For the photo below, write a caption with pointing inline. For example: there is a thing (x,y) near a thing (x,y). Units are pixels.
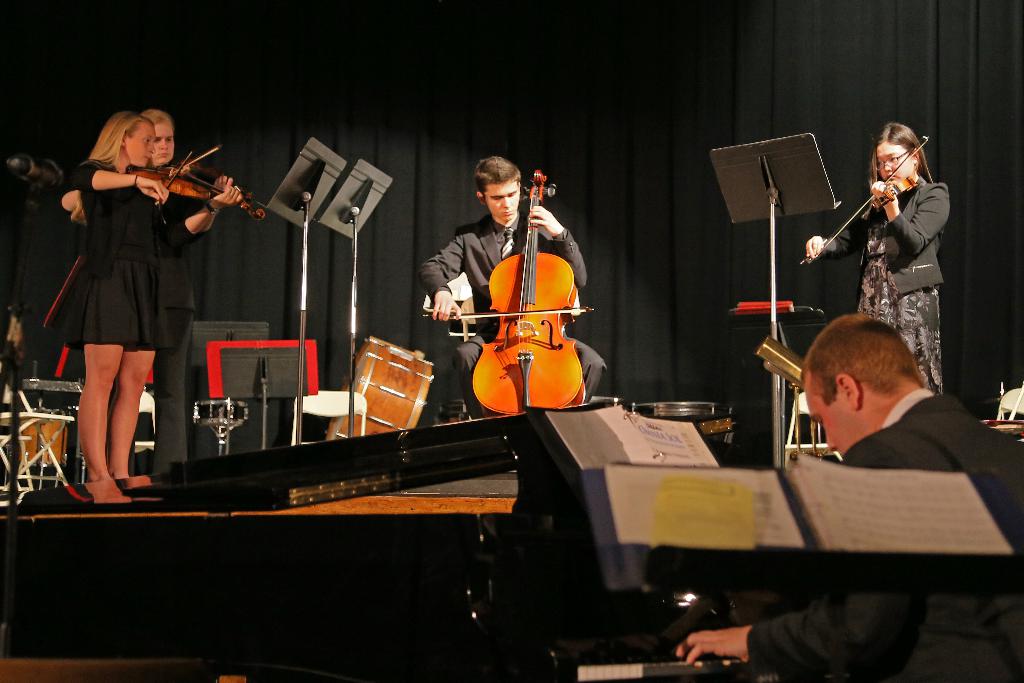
In this image I can see one person (474,276) is sitting on the chair (471,301) and playing the cello (527,345) on the stage (418,504). On the right (870,251) and left side of the image (142,283) there are few women (150,207) standing and playing the violin (181,180). In the background (450,103) I can see black color curtains (522,108). On the right corner (906,617) I can see a man (795,649) playing the piano (678,663).
